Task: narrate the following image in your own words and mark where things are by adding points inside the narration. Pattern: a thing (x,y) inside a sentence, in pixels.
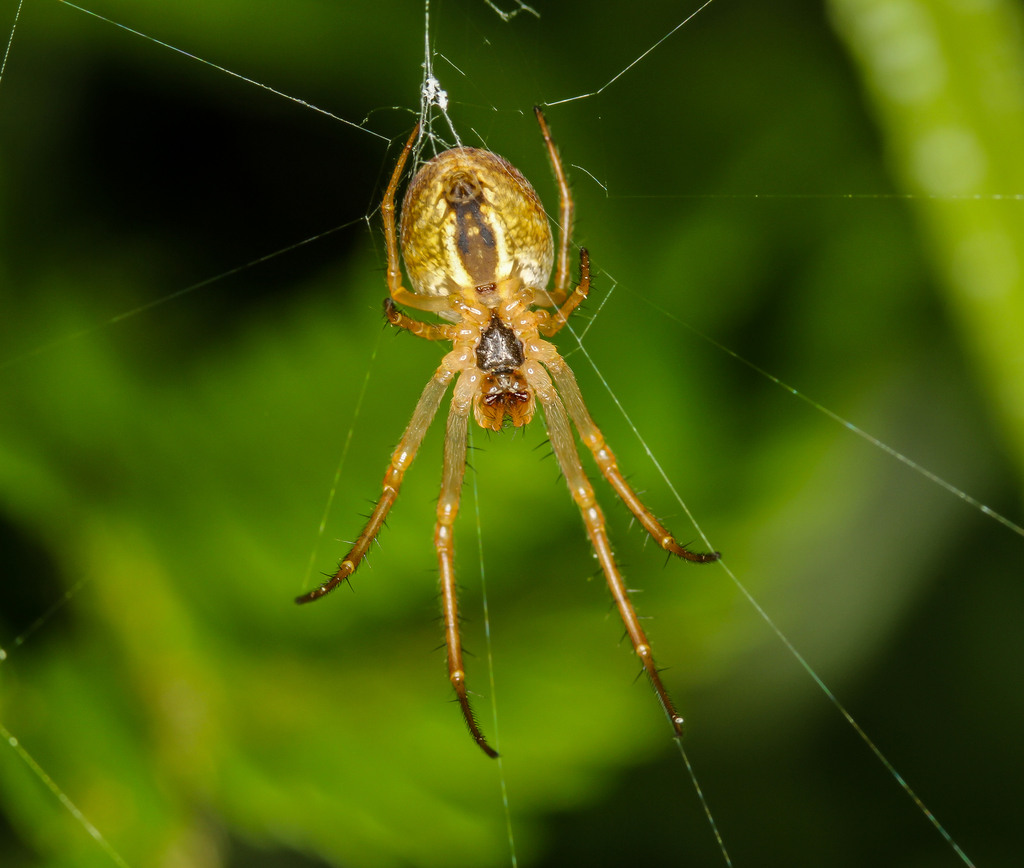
This image is taken outdoors. In this image the background (277,756) is blurred and it is green in color. In the middle of the image (524,339) there is a spider (665,690) and there is a spider web (435,135).
